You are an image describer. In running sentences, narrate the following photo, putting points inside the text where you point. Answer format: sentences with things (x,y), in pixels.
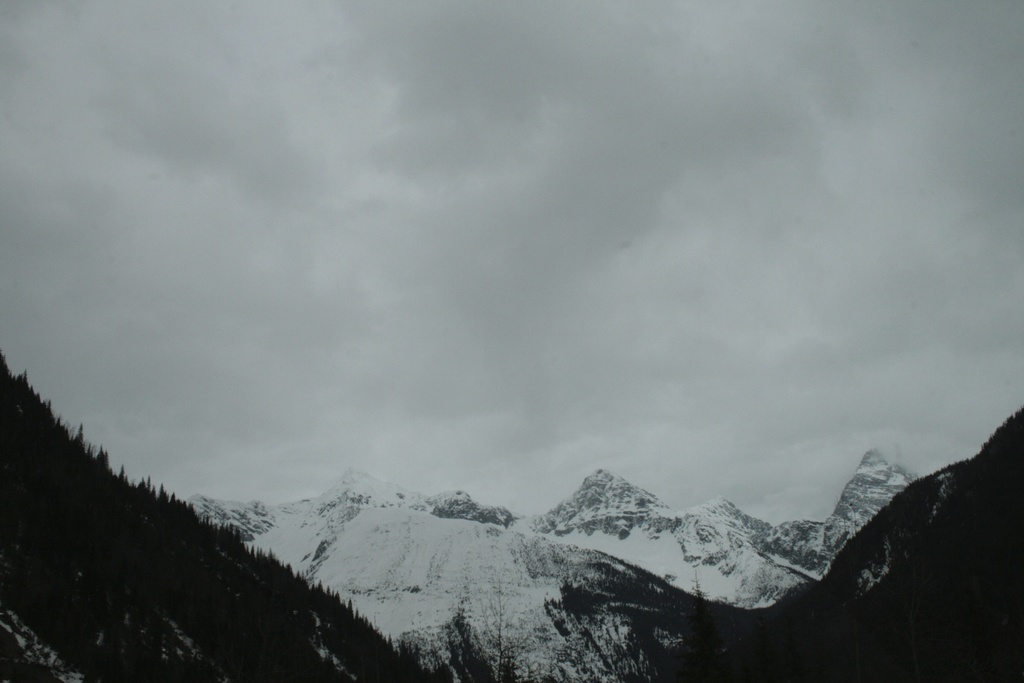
In this picture I can see the snow mountains (595,543). On the left (21,477) I can see many trees (107,587) on the mountain (134,536). At the top (439,92) I can see the sky (393,239) and clouds (417,80).
